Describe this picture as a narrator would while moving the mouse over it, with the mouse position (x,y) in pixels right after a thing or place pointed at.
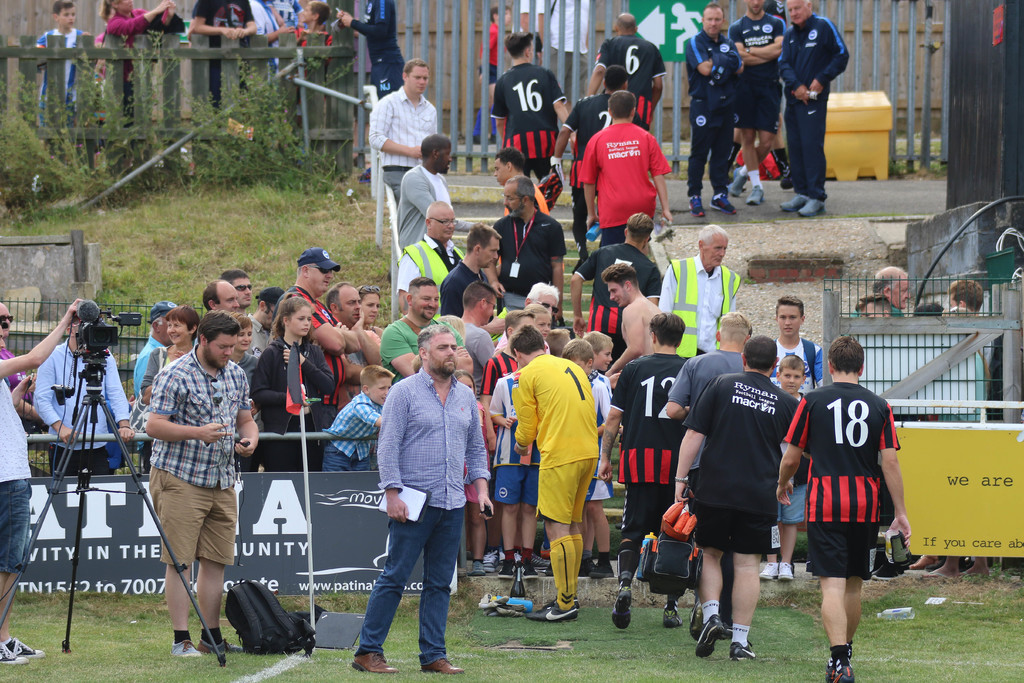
In this picture, there are people (517,337) among them few people (622,45) walking. We can see camera (78,310) with tripod (222,653), bag (258,620), pole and objects (325,620) on the grass (658,638) and we can see fence (988,284). In the background (319,58) we can see wooden fence (210,75), plants (273,112), yellow box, rods (563,58) and boards (688,2).
